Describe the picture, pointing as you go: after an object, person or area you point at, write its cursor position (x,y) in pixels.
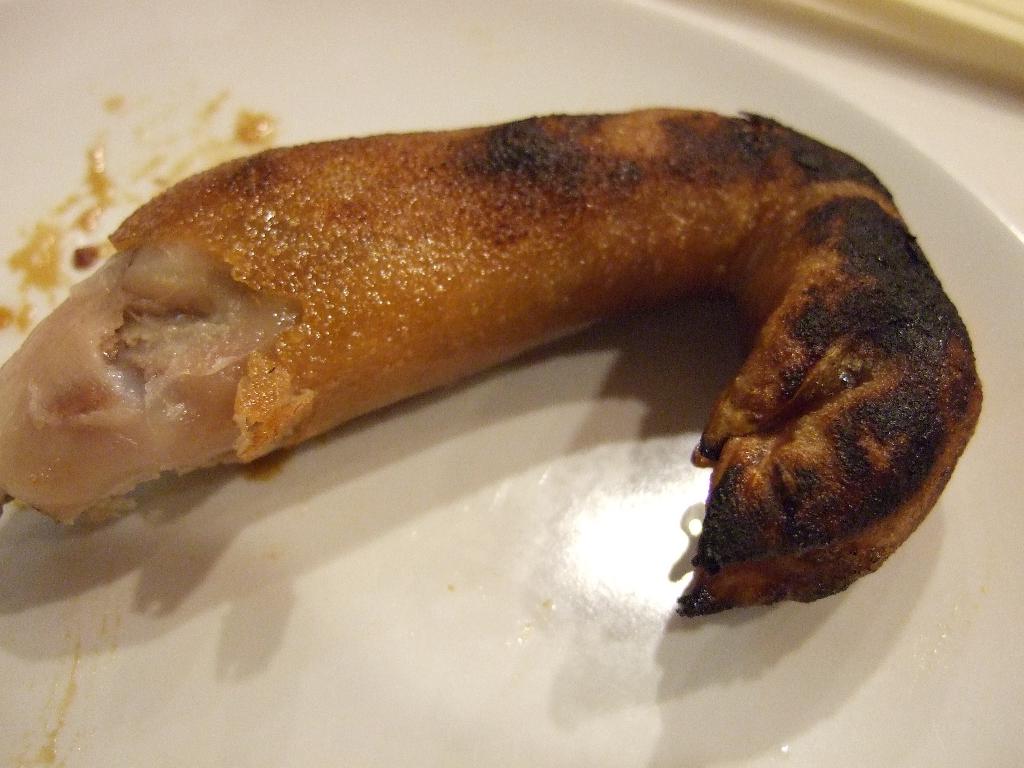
Here there is a food item (70,294) in the white color plate (460,667).
